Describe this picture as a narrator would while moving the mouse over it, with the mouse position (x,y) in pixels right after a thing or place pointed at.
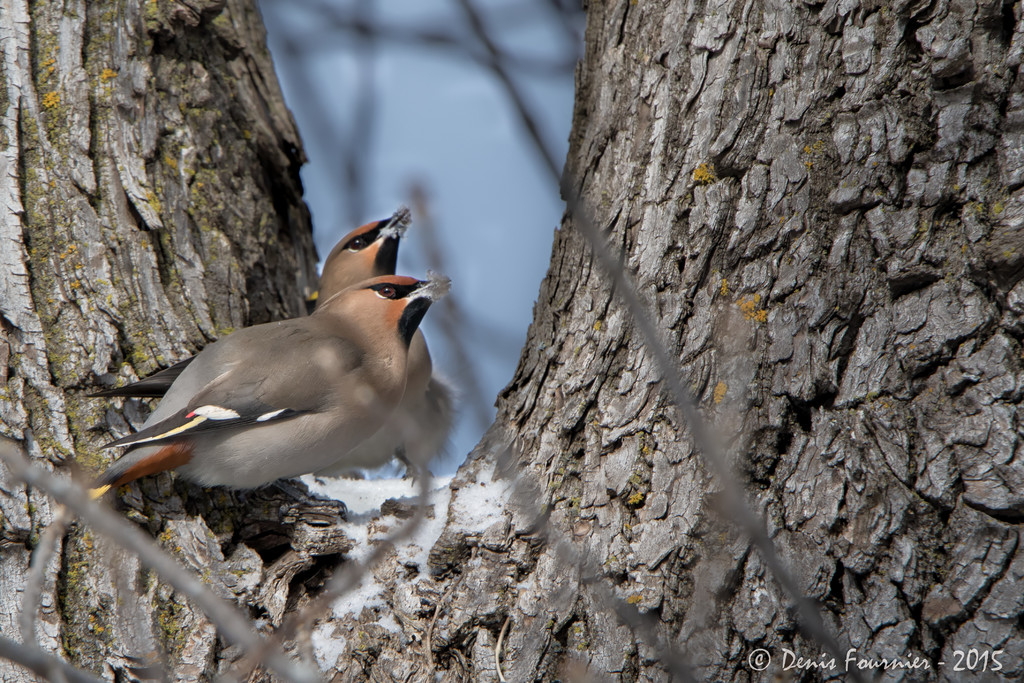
This image is taken outdoors. In the background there is a ground (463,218) covered with snow (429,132). In the middle of the image (675,447) there is a tree (733,349) and there are two birds (311,350) on the branch (415,584) of a tree (513,592). They are grey and orange in colour.
